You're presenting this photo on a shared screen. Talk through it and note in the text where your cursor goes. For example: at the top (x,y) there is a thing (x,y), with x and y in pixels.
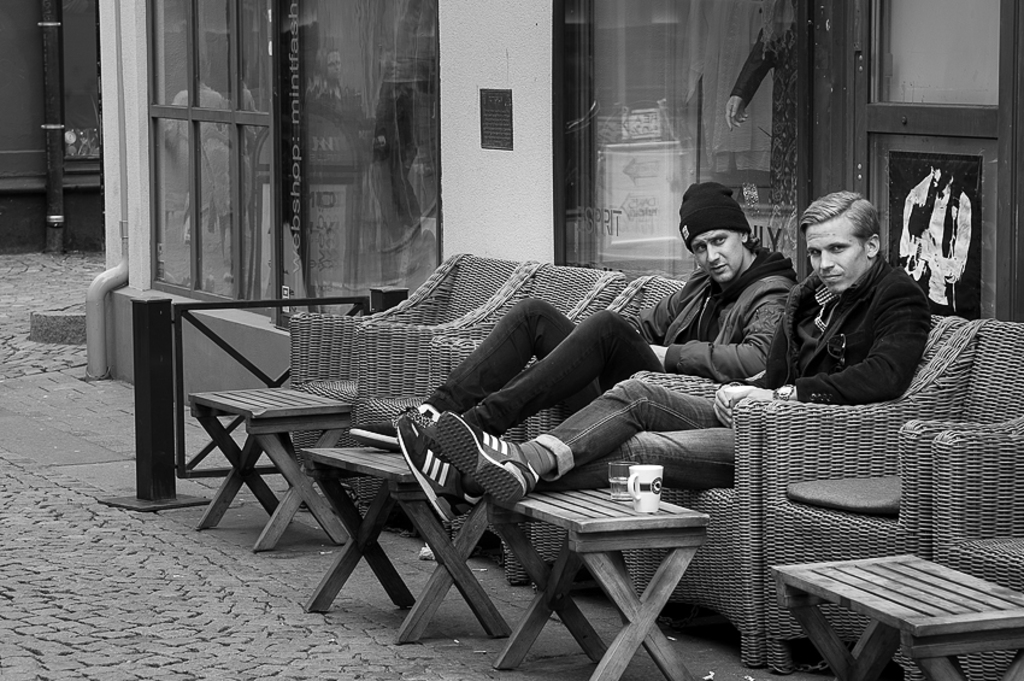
In this picture we can see two men (677,359) sitting on chairs (693,378) and in front of them we can see tables (265,397) on the ground (407,573) and on the table (677,572) we can see a glass (612,481), cup (644,498) and in the background (51,55) we can see pipes (125,163) and some objects (696,119).
